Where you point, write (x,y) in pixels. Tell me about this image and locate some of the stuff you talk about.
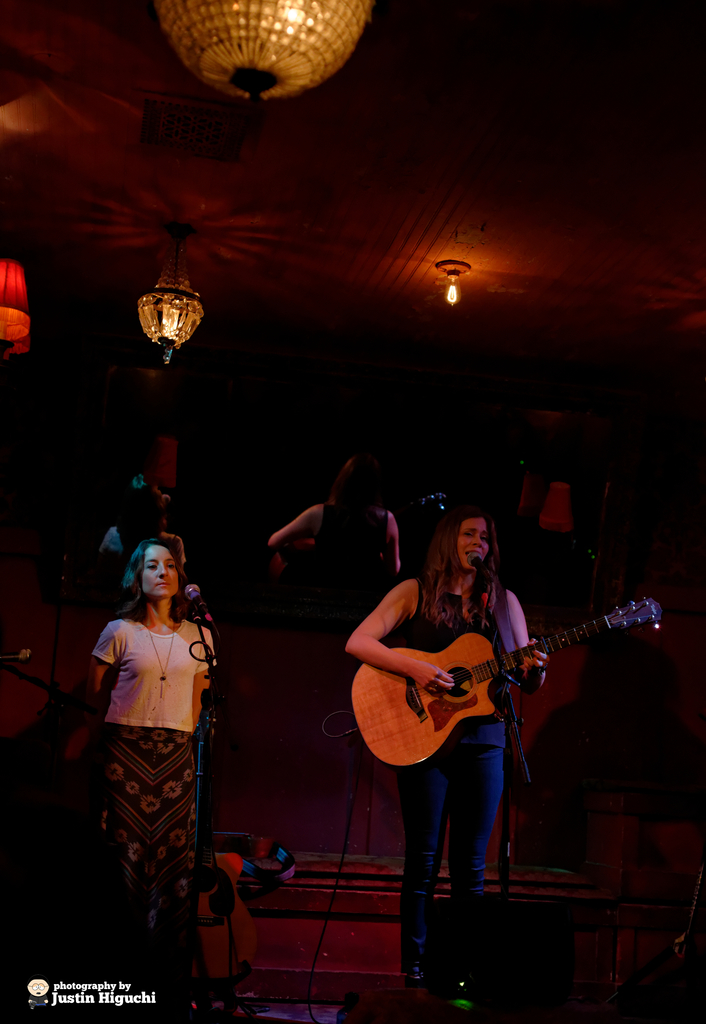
In this image I can see two women (174,558) are standing in front of mics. I can also see one of them is holding a guitar (389,739). In the background (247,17) I can see few lights (220,57).
